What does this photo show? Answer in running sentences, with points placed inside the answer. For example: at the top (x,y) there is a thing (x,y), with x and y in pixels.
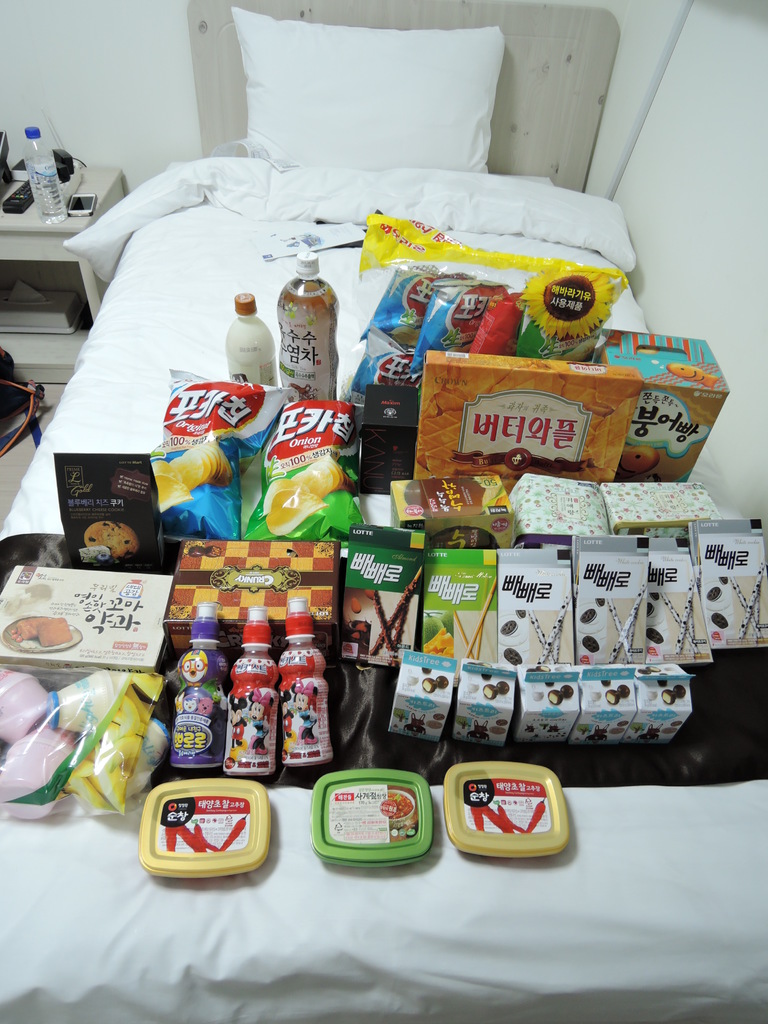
In this image there is a bed (312,916), there is a blanket (321,912) on the bed (428,15), there is a pillow (392,110), there are objects (380,773) on the bed (331,923), there is a table (69,281) towards the left of the image (43,320), there are objects (57,181) on the table (13,258), there are objects (27,407) on the floor (43,406) towards the left of the image (10,399), there is the wall (679,135) towards the right of the image (714,159), there is a wall (148,59) towards the top of the image (113,66).
